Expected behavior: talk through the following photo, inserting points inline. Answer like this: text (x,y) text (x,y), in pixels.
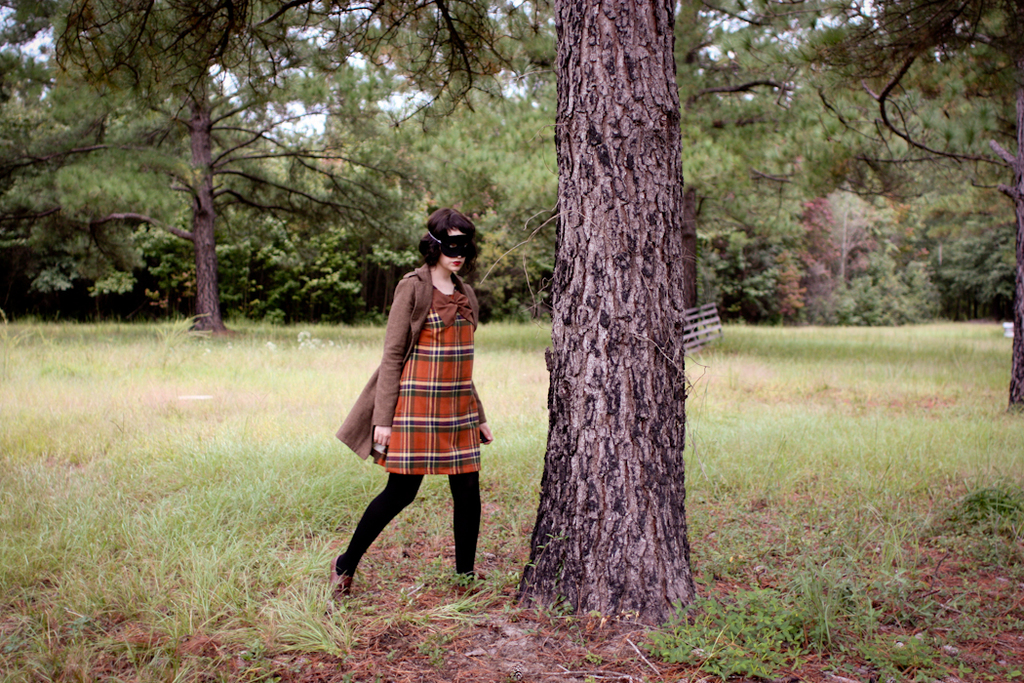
In this picture we can see a woman (403,364) with the mask (467,248). Behind the women (429,317) there are trees (351,243), grass (192,348) and the sky (308,115).
